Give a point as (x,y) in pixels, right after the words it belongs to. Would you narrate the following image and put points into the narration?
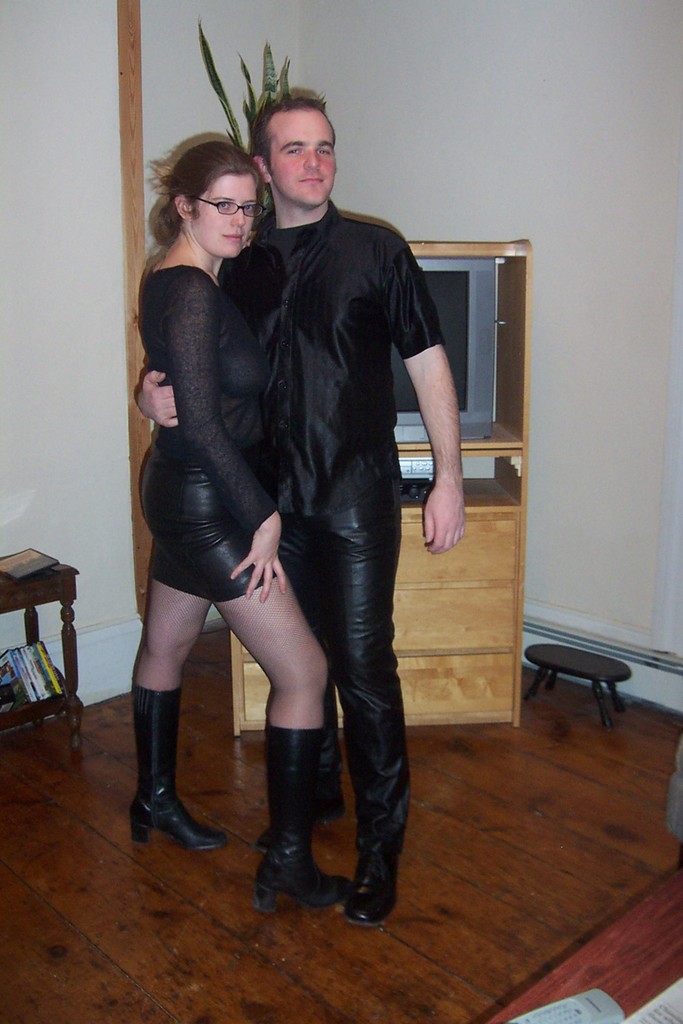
In this image we can see a man (350,461) and a woman (267,728) standing on the floor (417,913). We can also see the books (41,684) and a frame (10,572) on the wooden table (58,697). In the background (474,590) we can see a television (458,329) inside the wooden object (430,589). We can also see the house plant (268,79), wall (485,145), stool (562,650), a remote (552,1014) on the counter (637,934).
